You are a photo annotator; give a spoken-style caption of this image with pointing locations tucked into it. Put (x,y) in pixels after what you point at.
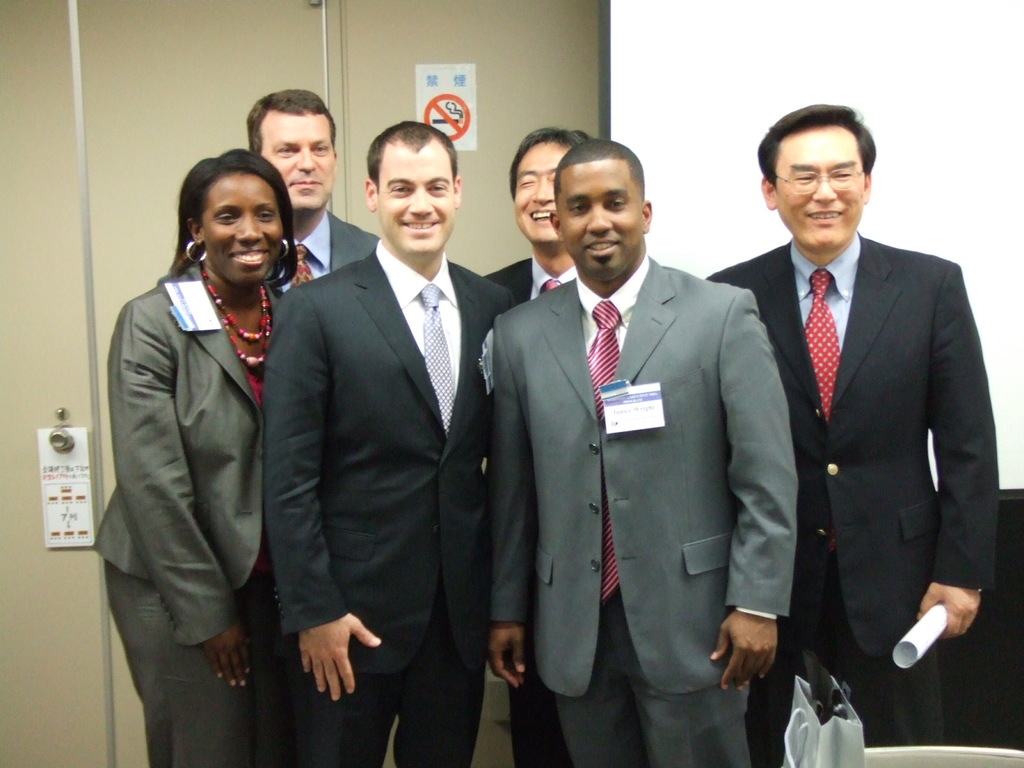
In the center of the image (461,343) there are people (648,591) standing. In the background of the image (527,72) there is wall (534,55). There is a door (14,89).
